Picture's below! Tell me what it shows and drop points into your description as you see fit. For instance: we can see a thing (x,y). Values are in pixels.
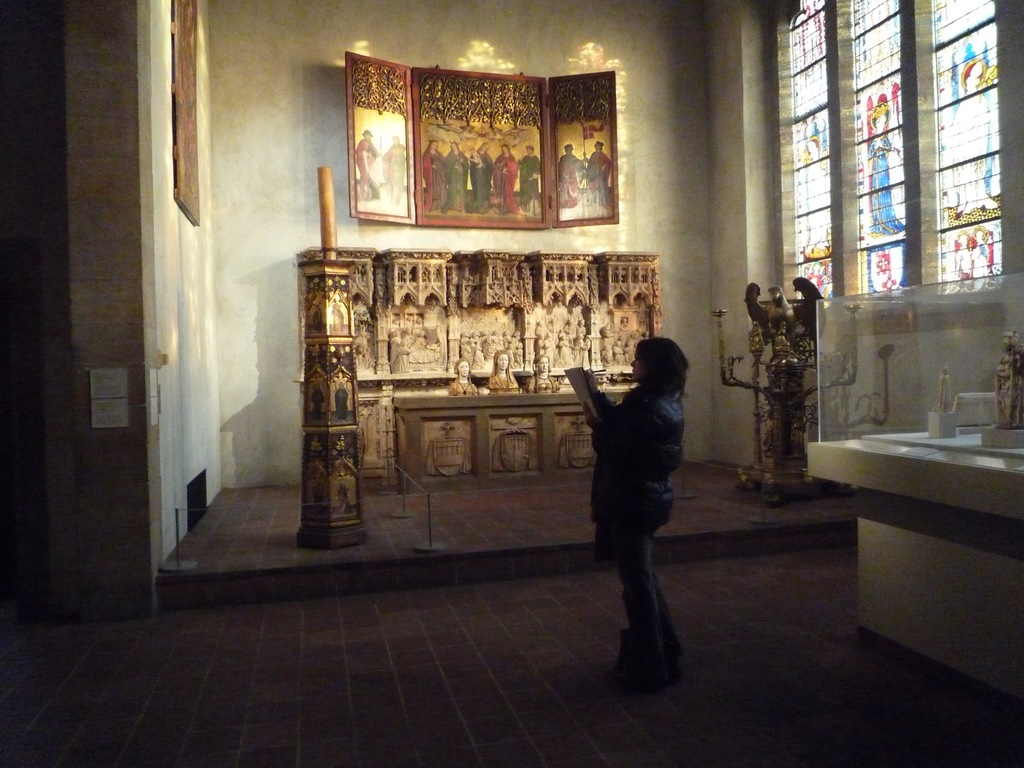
In the image there is a woman (670,438) standing in the middle (655,456) in boots (628,643) holding a book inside a building (536,633), in the front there are paintings (448,111) and sculptures (548,379) and a window (906,125) on the right side wall (907,218) and painting (190,139) on the left side wall (154,155), on the right side (873,507) there is a table (959,449) with idols (998,402) on it inside a glass (827,319).
